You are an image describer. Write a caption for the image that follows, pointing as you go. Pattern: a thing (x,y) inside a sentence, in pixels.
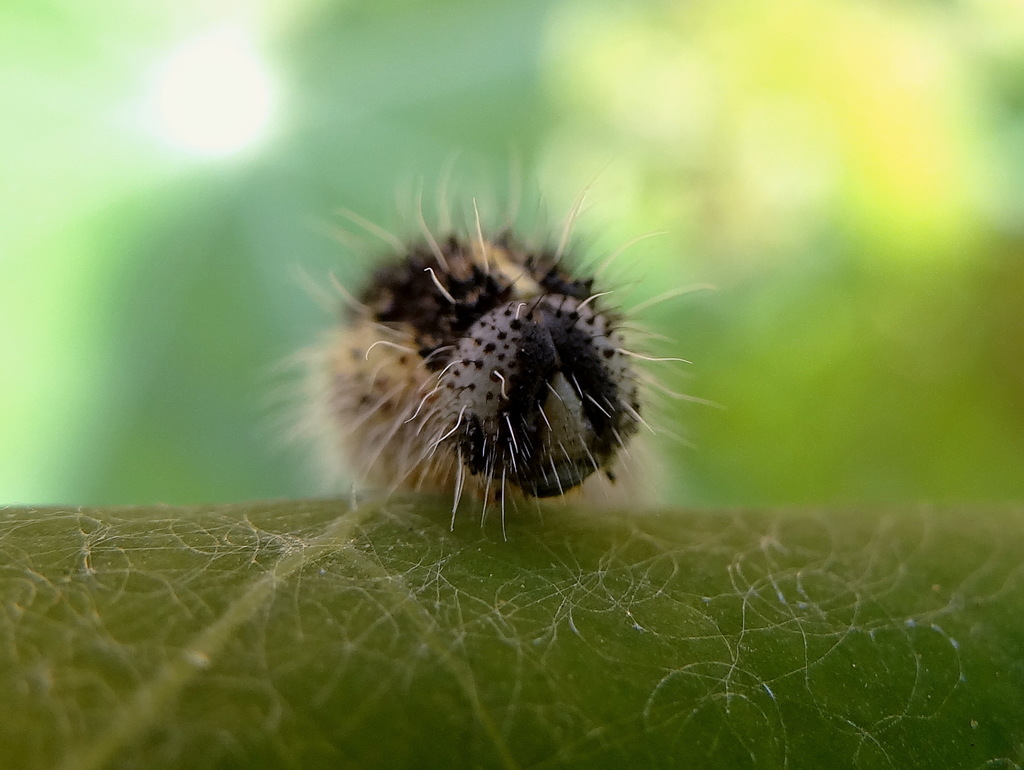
In the image there is an insect (454,336) and the background of the insect (511,402) is blur.
